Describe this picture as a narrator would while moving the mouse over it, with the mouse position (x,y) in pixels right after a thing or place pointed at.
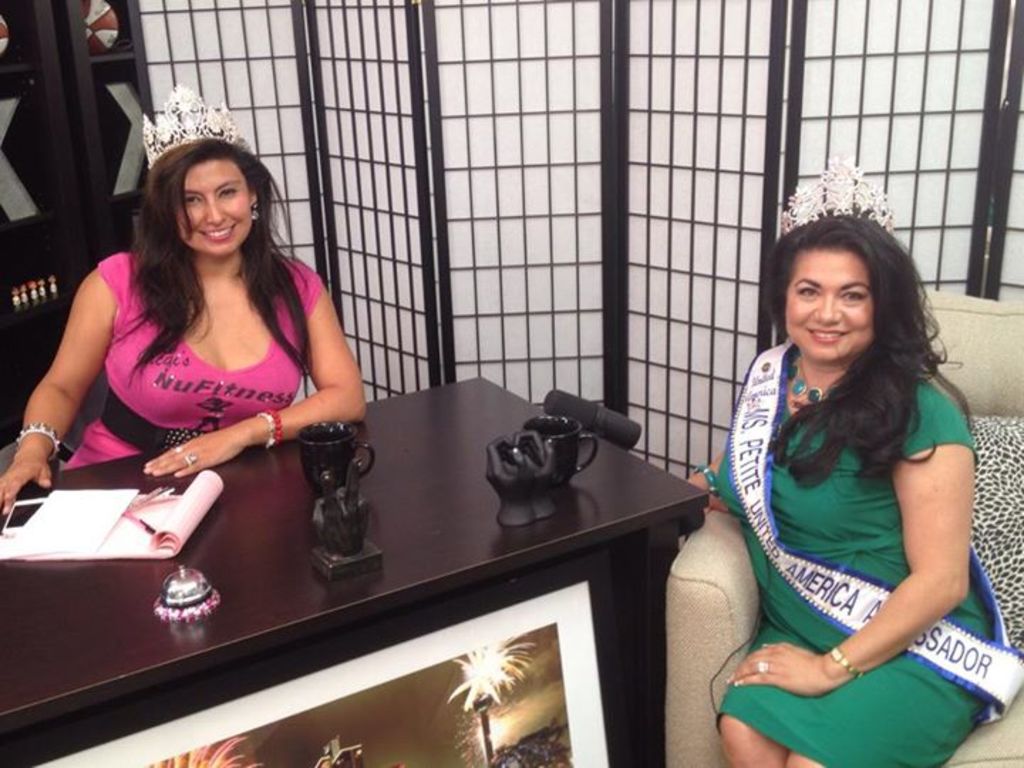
This image is clicked in a room (256,418) there are two women (783,465), one is on the right side (916,531) other one is on the left side (181,376). There is a table (353,599) in between them. On the table (142,560) there is a bell (185,607), book (164,552), paper (37,547), mobile phone (33,500), cup (553,478). Both of them are sitting on chairs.
